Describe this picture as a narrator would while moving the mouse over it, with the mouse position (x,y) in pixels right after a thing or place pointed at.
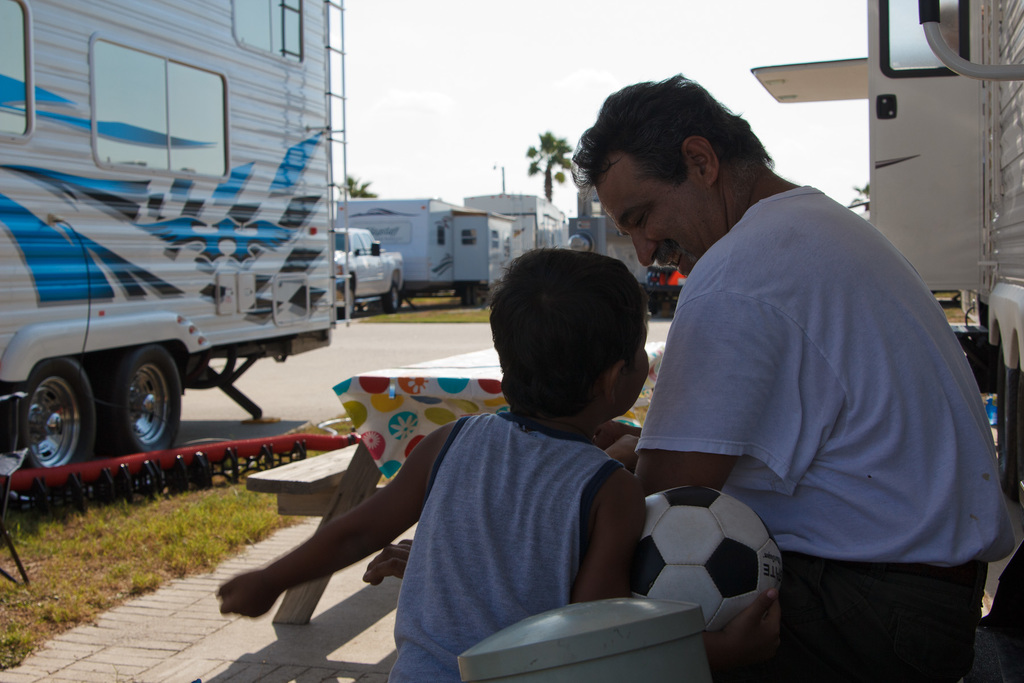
In this picture we can see two people (777,339) sitting on the chair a small boy (611,392) holding a ball (699,515) in front of them there is a vehicle (136,390).
